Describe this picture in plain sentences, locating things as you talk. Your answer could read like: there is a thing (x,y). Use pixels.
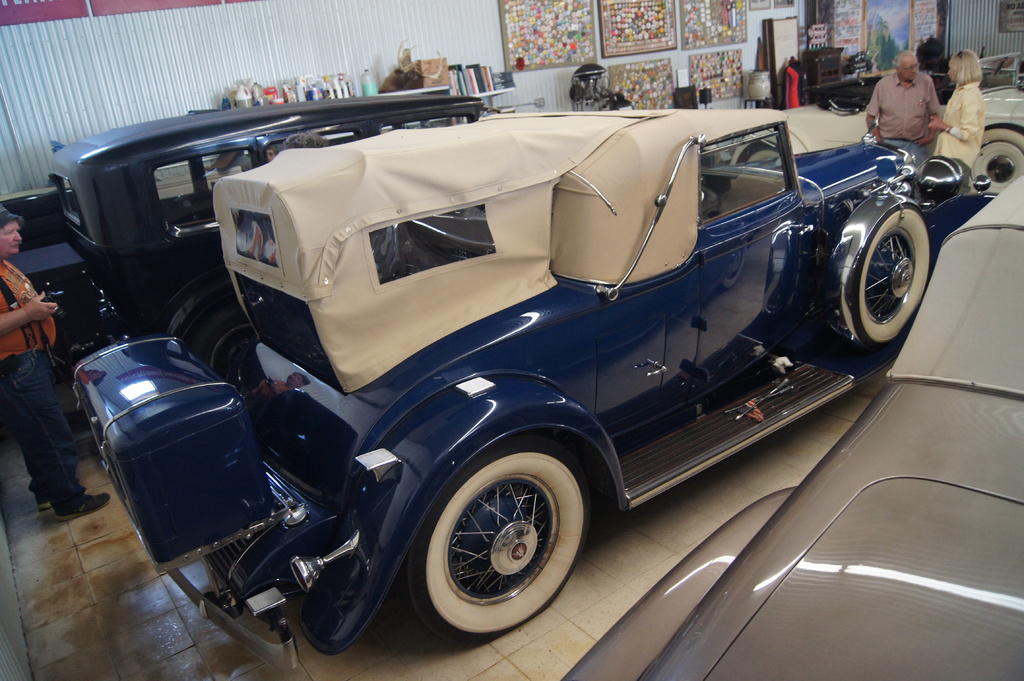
in this picture we can see the different types of cars (334,170) in the shed (143,111) in which we can see the frames (663,33), in which we can also see the persons (904,104) standing near the car (93,384).
